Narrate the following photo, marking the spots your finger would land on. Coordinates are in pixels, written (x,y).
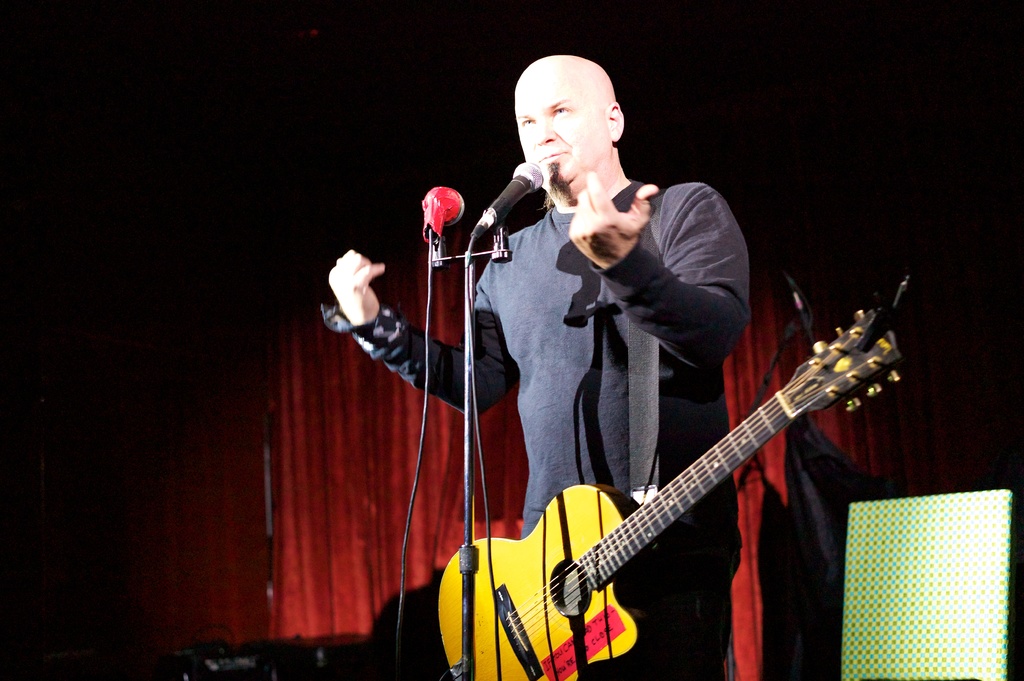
Here we can see a man (682,674) who is singing on the mike (514,189). He is holding a guitar (505,652). On the background (458,503) we can see a curtain (366,484).
